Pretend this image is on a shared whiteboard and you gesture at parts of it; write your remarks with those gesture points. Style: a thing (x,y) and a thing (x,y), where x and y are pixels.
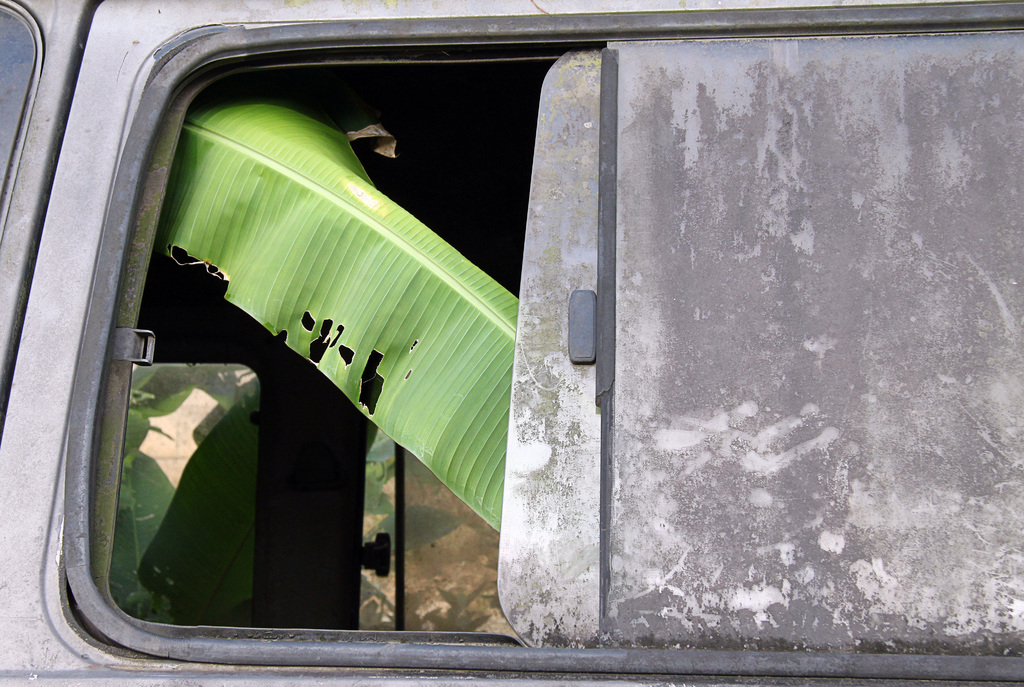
In this image there is a door (855,34) of a vehicle (192,658), through that door (556,668) leaves (416,258) are visible.
